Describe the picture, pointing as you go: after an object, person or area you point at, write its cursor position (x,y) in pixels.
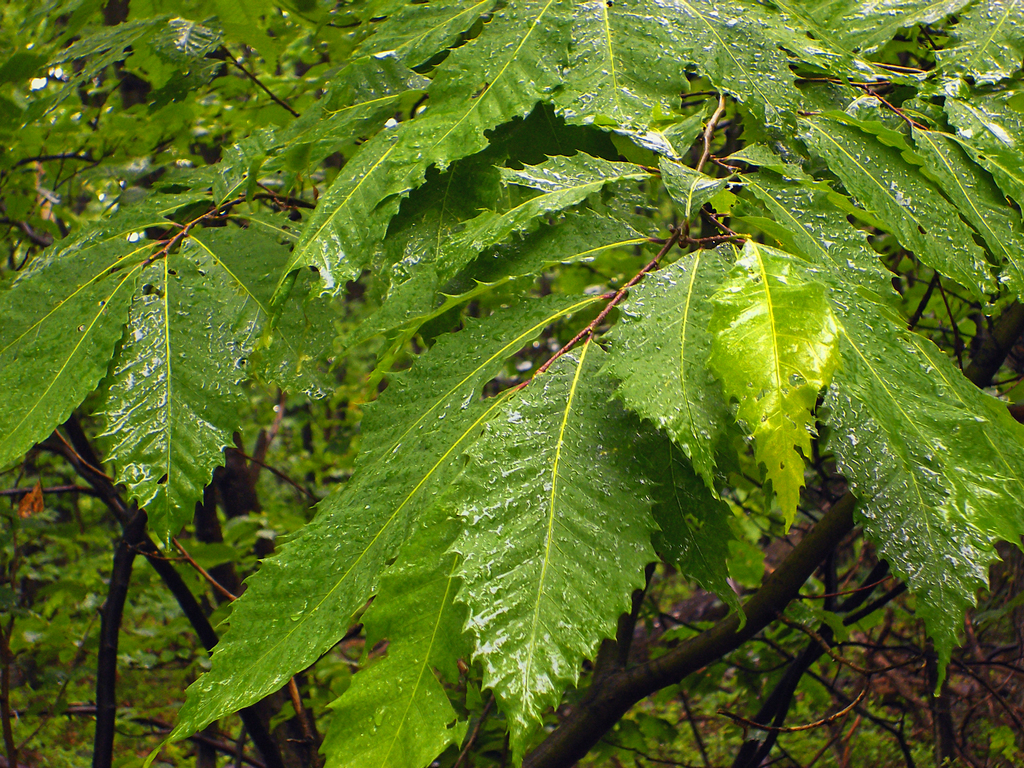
In the image there are plenty of leaves (865,283) of a branch (228,595) with water droplets (546,416) on them.
